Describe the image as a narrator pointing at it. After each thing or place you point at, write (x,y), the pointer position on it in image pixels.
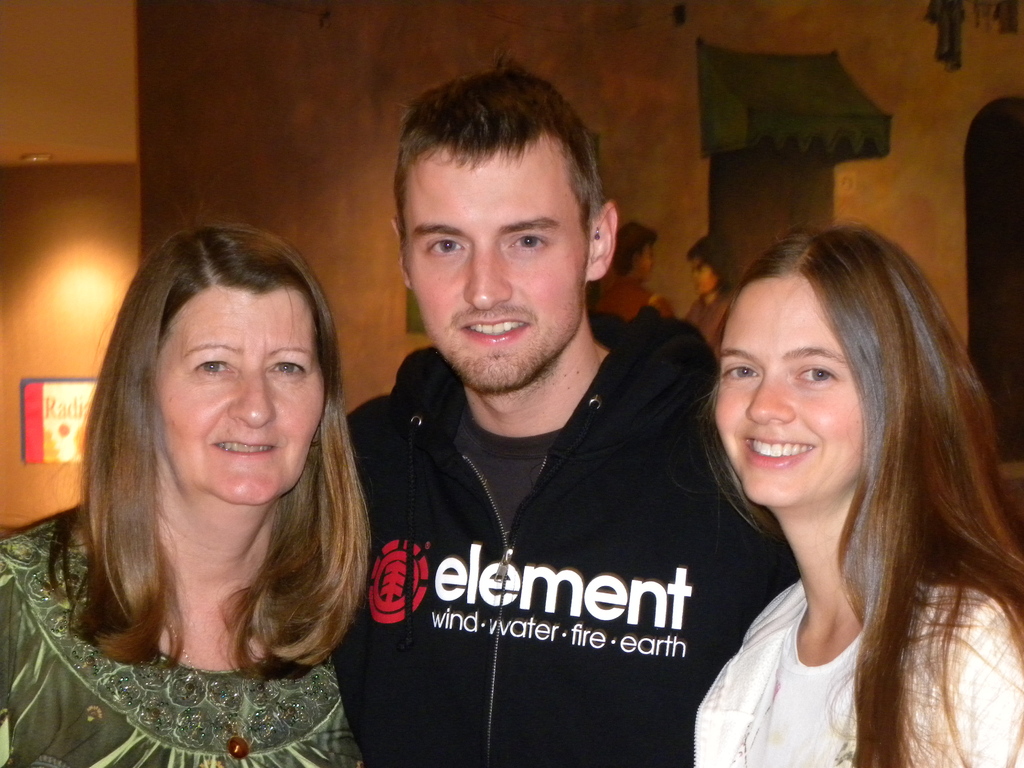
In this picture I can see a man (542,463) and two women (139,481), in the background (526,20) there is a painting (701,276) on the wall (670,281). On the left side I can see a board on the wall (45,513).
